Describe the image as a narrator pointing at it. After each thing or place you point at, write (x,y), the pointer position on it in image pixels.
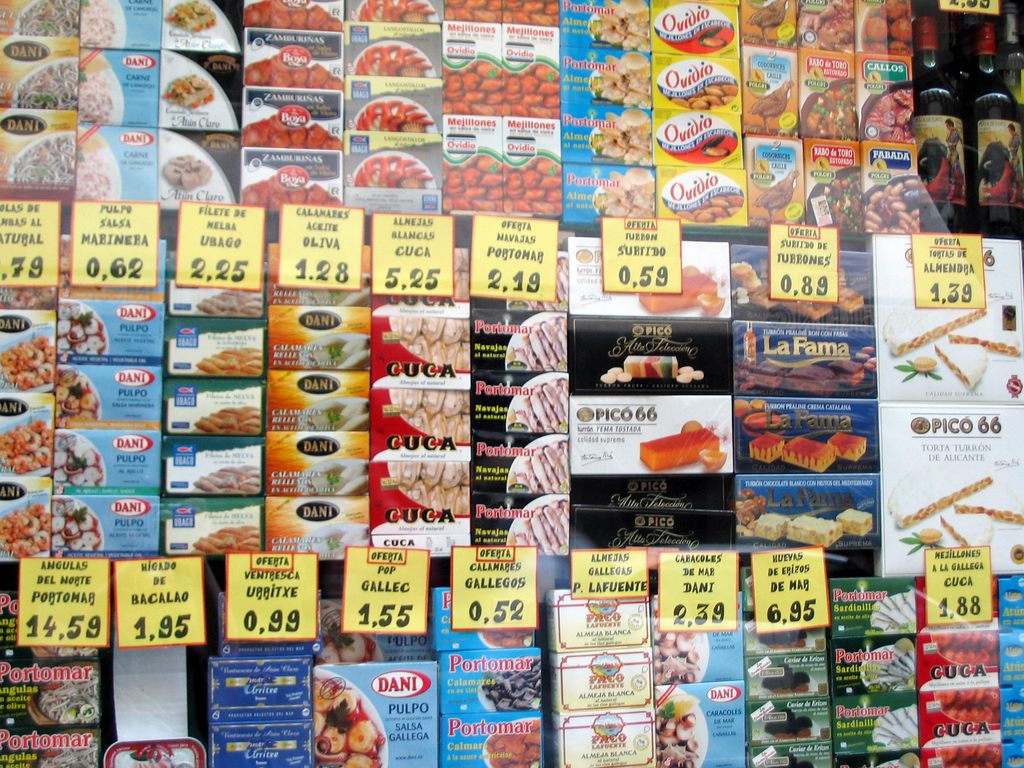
In this picture we can see boxes (228,682), price tags (806,281), bottles (986,152) and on these boxes (38,376) we can see food items (391,157) and some text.
